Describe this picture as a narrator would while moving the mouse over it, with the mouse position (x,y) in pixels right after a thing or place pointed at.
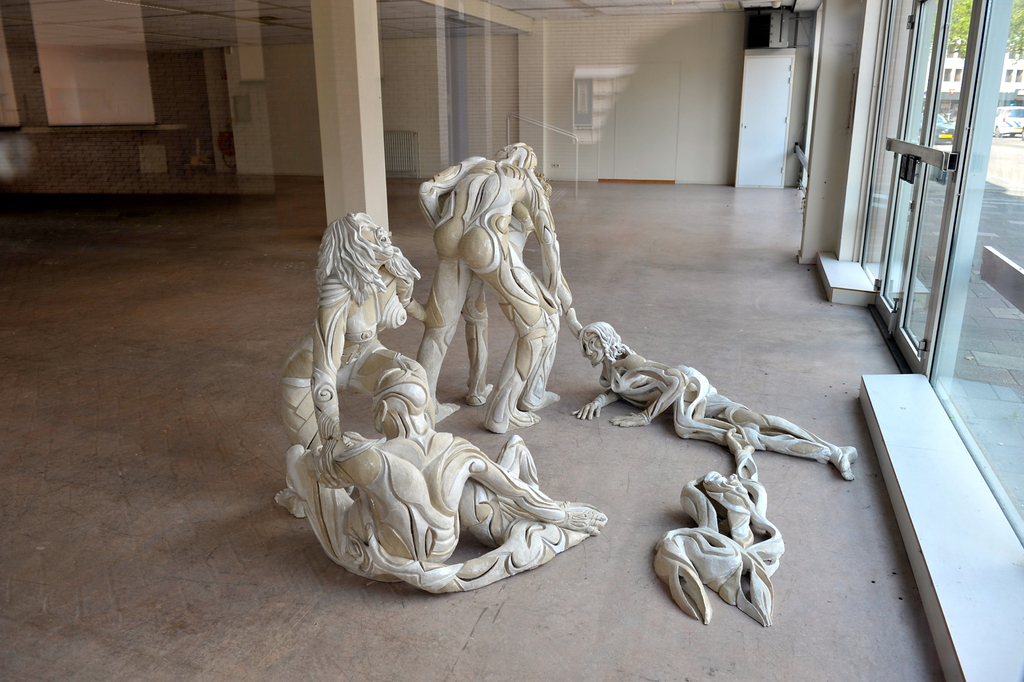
There are statues (480,314) present on the floor (657,645) as we can see in the middle of this image (558,358). We can see the pillars (362,142) and a wall (501,83) in the background (445,87). There is a glass door (940,217) on the right side of this image (968,214).
